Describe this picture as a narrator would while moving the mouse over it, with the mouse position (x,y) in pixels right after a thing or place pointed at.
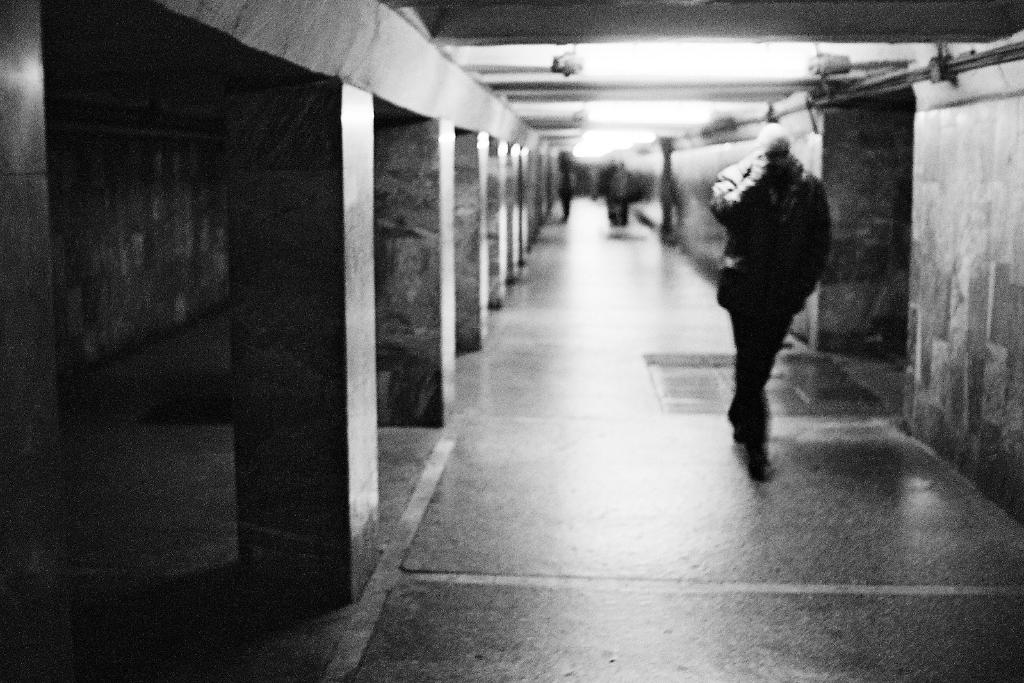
In this image we can see people (727,190) and there are pillars (483,285). In the background (677,153) there is a wall (648,151). At the top (638,113) there are lights (627,109).
